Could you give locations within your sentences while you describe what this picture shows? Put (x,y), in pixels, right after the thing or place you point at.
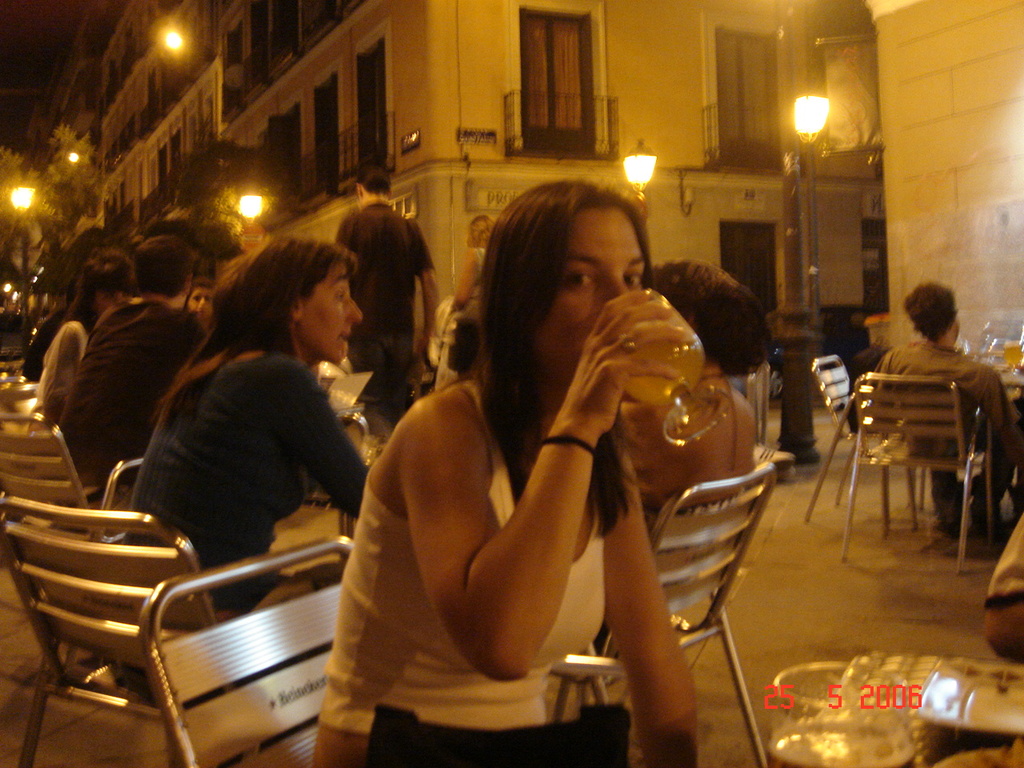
in this image i can see a person (553,558) sitting and drinking by holding a glass (658,349). behind her there are many people (269,344) sitting. behind them at the right (811,127) there is a building (564,86) and street lights (815,111). there is a tree (45,178) at the back (66,181).
